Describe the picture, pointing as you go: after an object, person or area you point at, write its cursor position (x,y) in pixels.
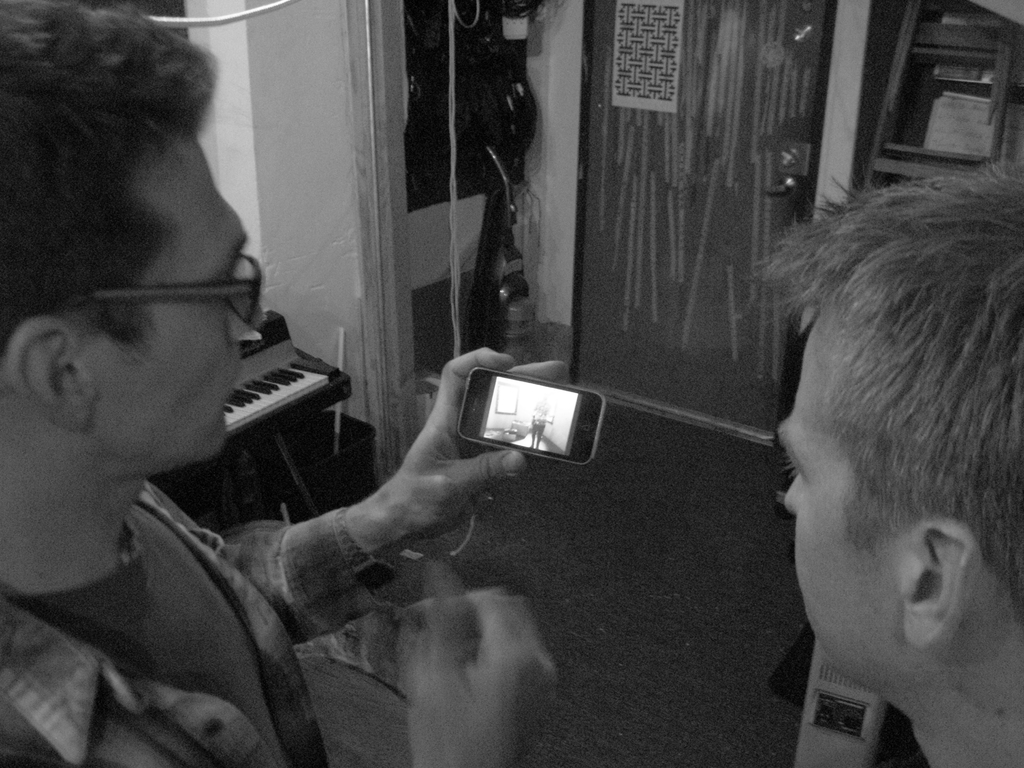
In this image, at the left side (108,679) there is a man (249,551) standing and he is holding a mobile phone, at the right side (1022,717) there is a man (952,575) standing and he looking at the mobile phone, there is a floor (635,635) and there is a door (707,225), at the left side (289,398) there is a black color piano (284,381).
